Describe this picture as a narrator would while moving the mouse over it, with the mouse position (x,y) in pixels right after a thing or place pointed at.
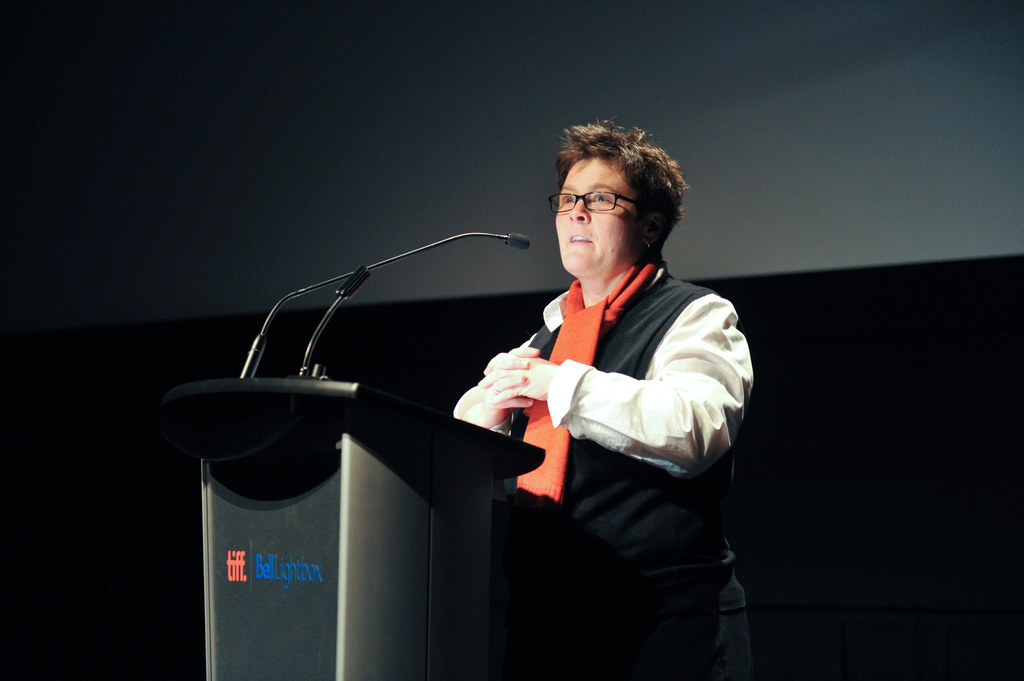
In the center of the image (589,316), we can see a person (615,450) standing and wearing glasses (583,198) and a scarf (580,348) and we can see a podium (300,522) with a mic stand (359,278). In the background (525,103), there is a wall (525,103).
